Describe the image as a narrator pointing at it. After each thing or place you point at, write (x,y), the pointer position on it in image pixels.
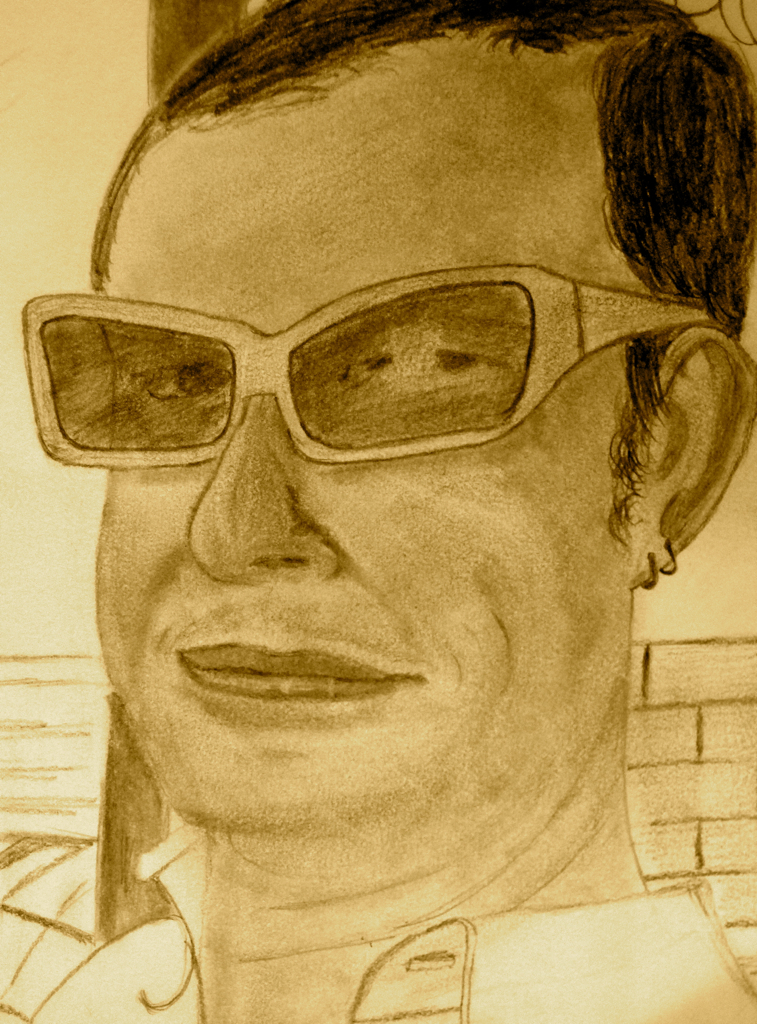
In this image, we can see a painting (679,446) of a person (441,486).
